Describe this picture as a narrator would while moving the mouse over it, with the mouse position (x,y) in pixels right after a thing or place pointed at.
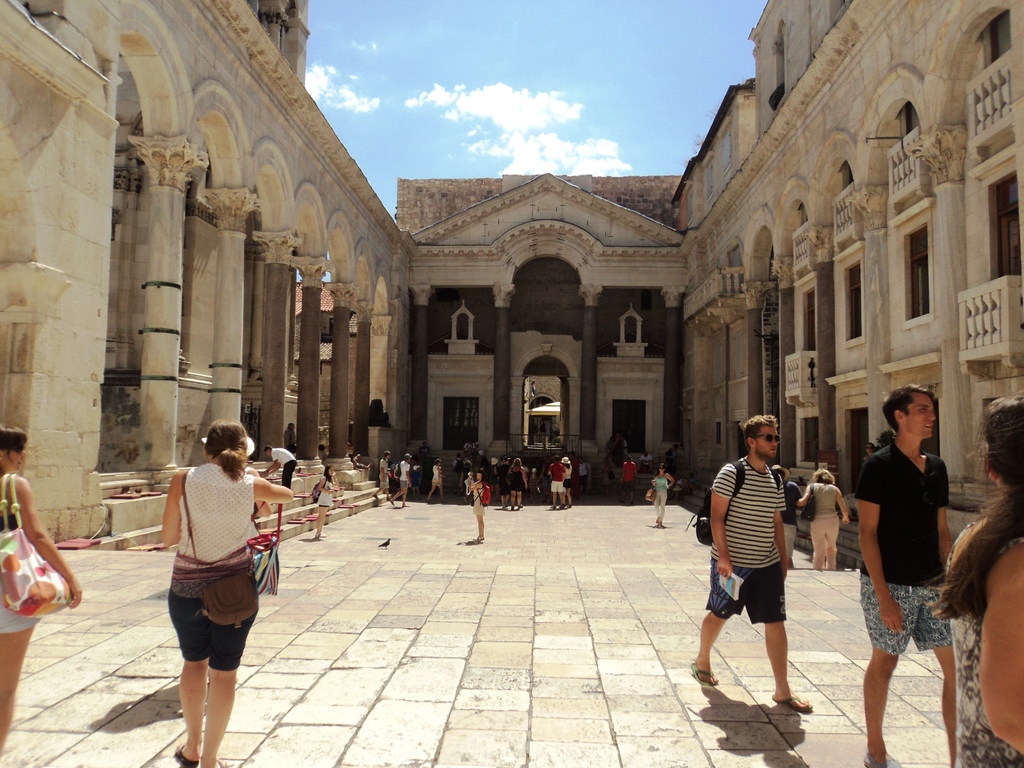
In this image we can see people (172,616) are walking on the floor (522,606). Background of the image (971,418) monument (512,307) is there. At the top of the image (540,59), the sky (508,92) is there with some clouds (460,90).
